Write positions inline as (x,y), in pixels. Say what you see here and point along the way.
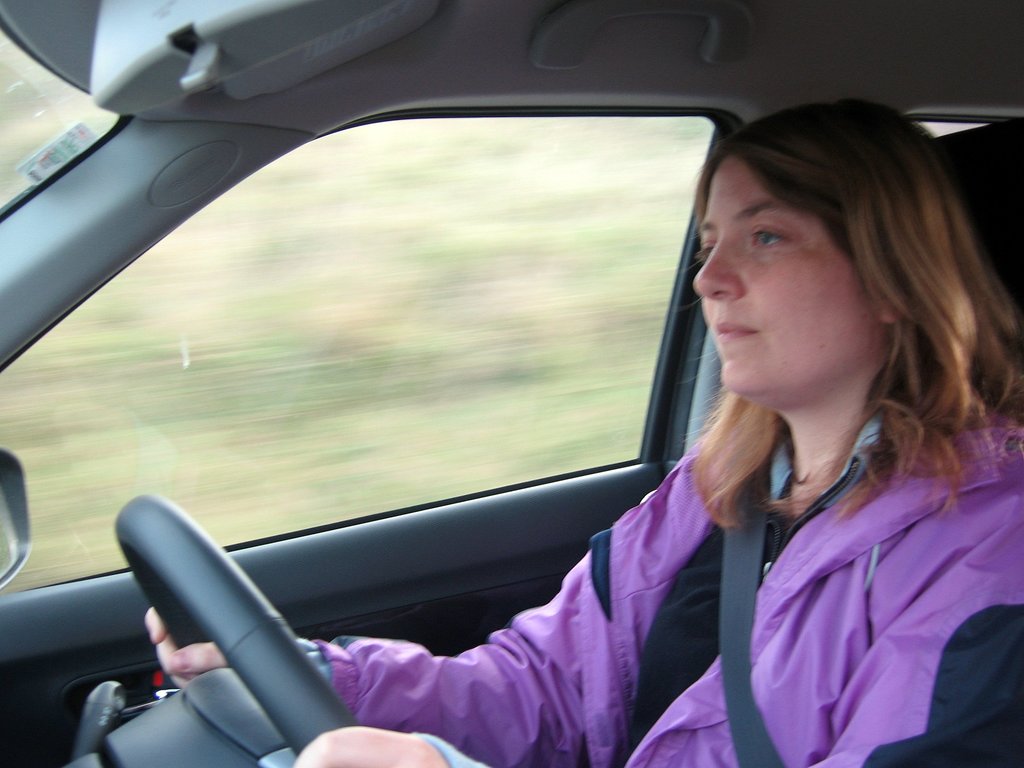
She is sitting in a car (673,452). She is driving a car (420,568). She is wearing a car seat belt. We can see in background (565,546) car door (570,560) and mirror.
